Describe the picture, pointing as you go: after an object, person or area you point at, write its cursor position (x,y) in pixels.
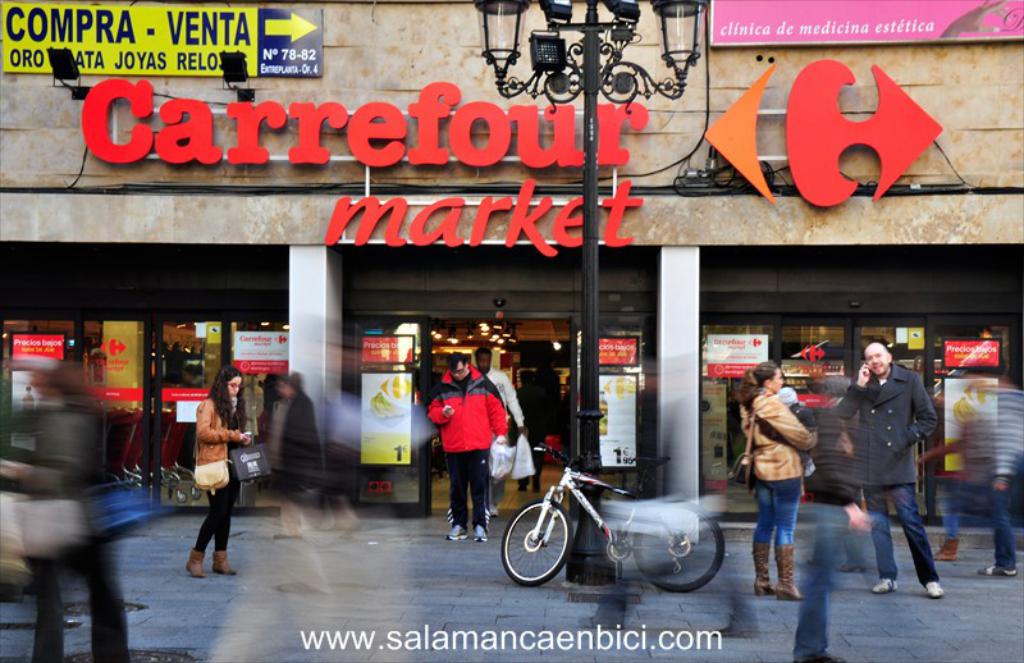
It is a shopping market (333,274), many people (298,375) were standing in front of the shopping mall (604,350), there is a black pole (586,28) with lights (558,36) attached to it and a cycle (564,479) is kept beside that pole (594,504). There is a directional board (246,42) kept to the wall (254,92) in front of the shopping complex (231,121).
